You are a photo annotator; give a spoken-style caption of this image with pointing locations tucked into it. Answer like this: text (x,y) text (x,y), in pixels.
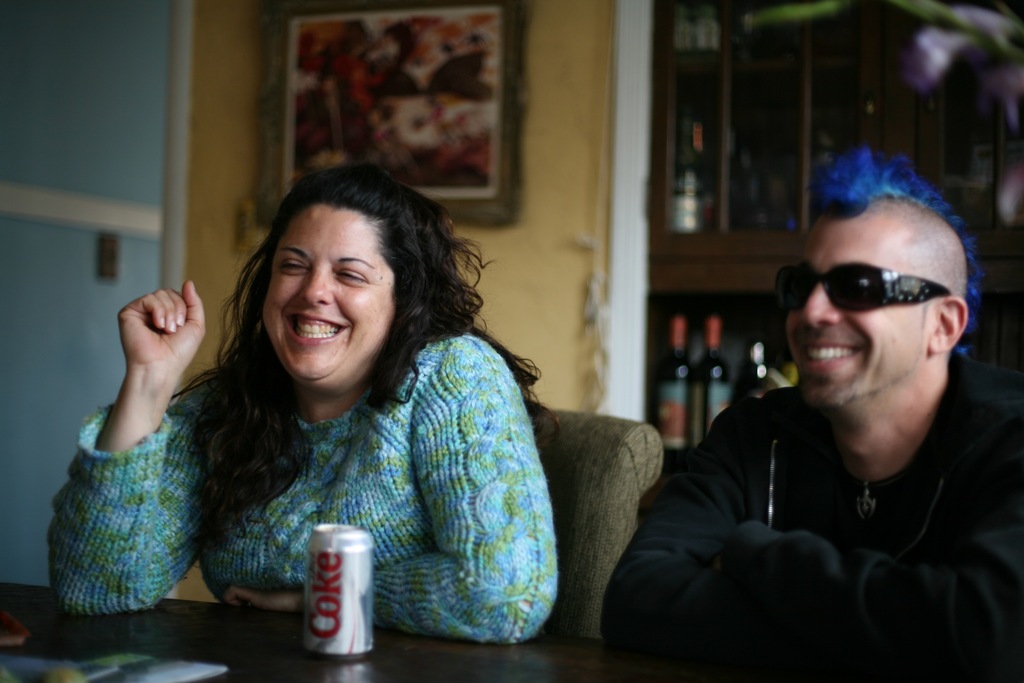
In the image we can see there are two people (521,475) who are sitting on chair (608,521) and on the table (291,622) there is a coke can (349,594).
